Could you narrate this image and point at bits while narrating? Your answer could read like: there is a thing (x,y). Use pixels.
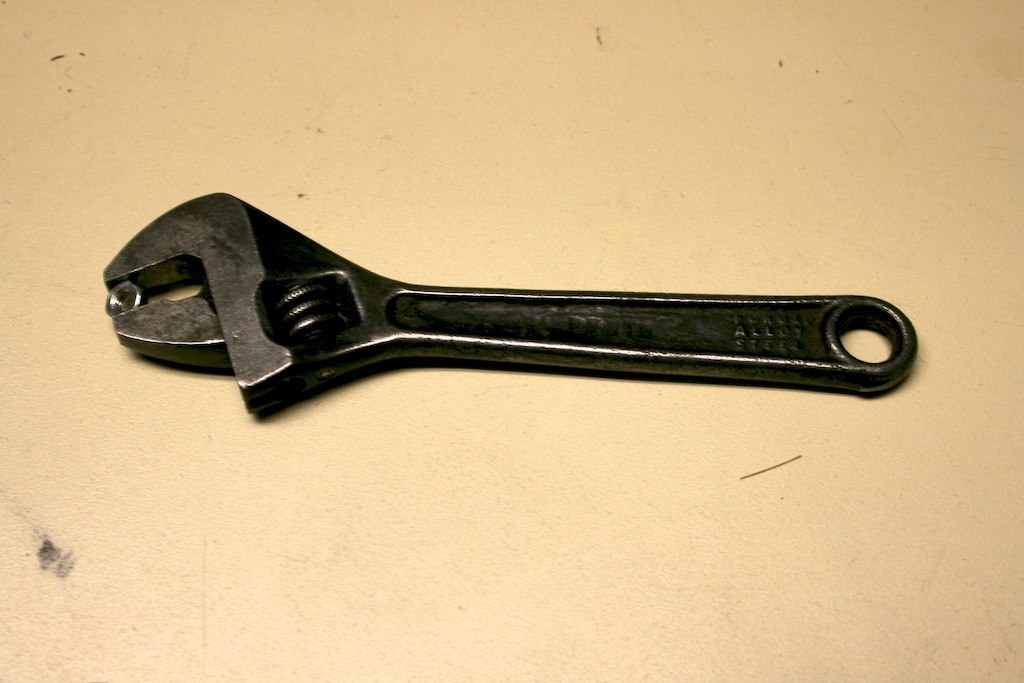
In the center of the image (469,427) we can see one table (509,36). On the table (493,274), we can see one object (455,323), which is in black color.
